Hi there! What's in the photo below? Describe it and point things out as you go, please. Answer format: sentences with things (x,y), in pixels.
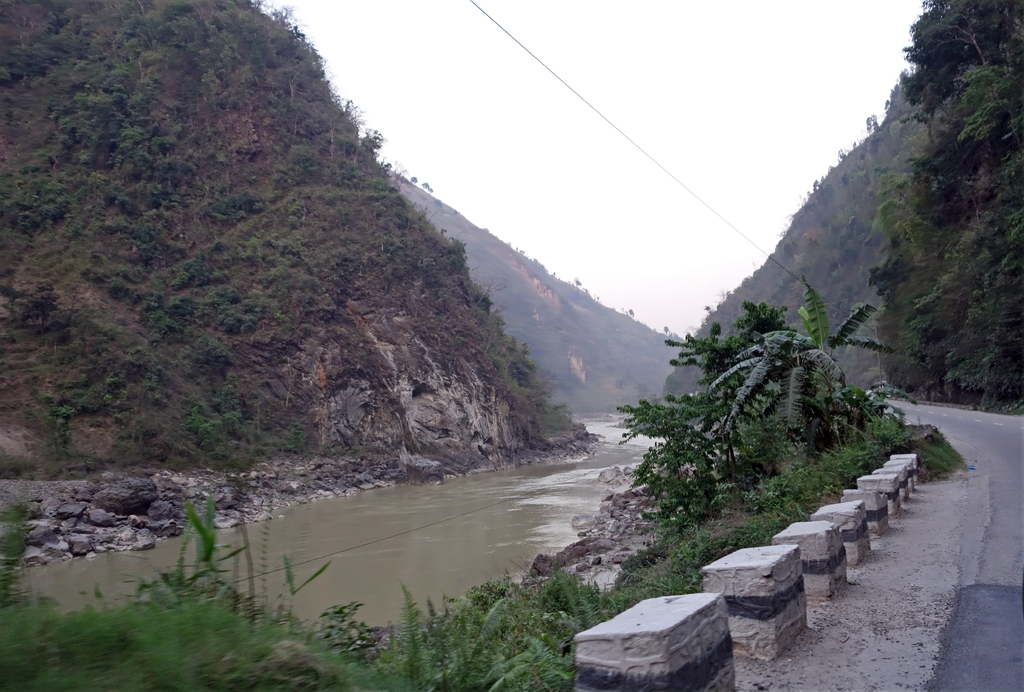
In this picture we can see water (529,503), grass (362,689), plants (645,562), trees (847,416), road (1012,492), and mountains (508,265). In the background (781,190) there is sky (624,171).
